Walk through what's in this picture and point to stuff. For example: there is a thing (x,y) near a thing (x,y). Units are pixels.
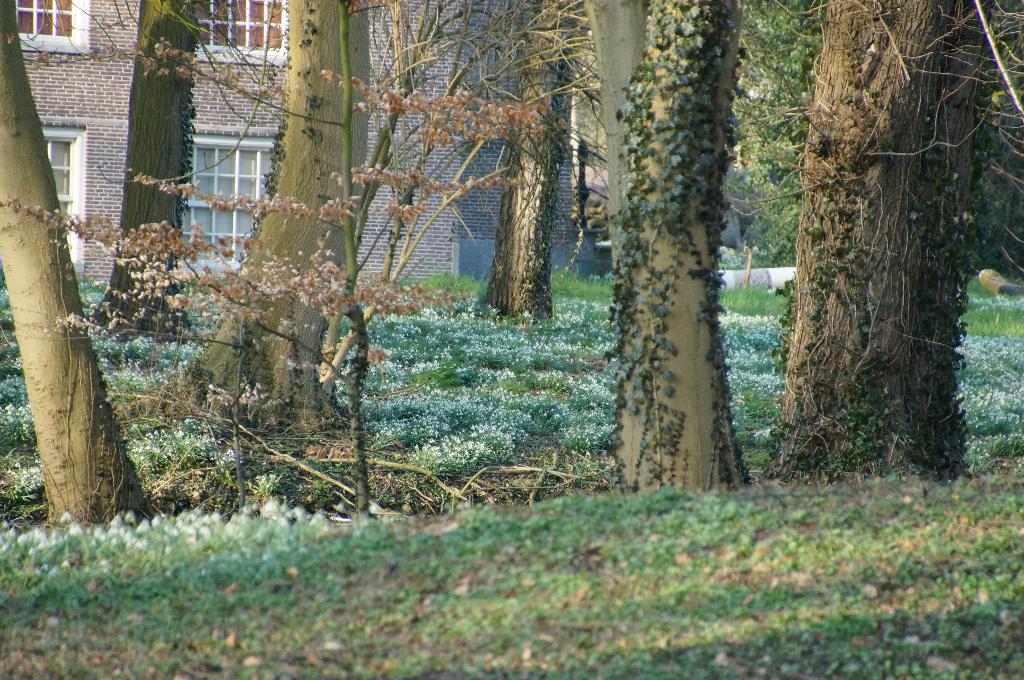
In this picture we can see there are tree trunks (138,168), plants (345,53), trees (145,122) and a building (378,20). On the right side of the building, there is a pole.
